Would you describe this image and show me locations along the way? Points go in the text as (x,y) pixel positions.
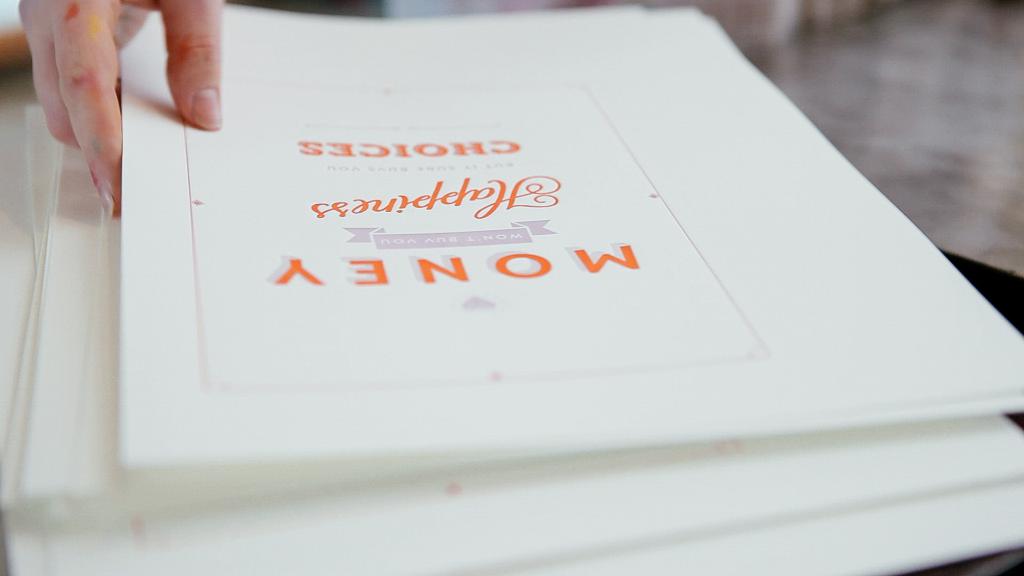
There is a person (143,4) touching a white color file (640,138) which is on the other white color files (1008,501) which are on the table (1012,275). In the background (849,87), there is floor (990,85).
